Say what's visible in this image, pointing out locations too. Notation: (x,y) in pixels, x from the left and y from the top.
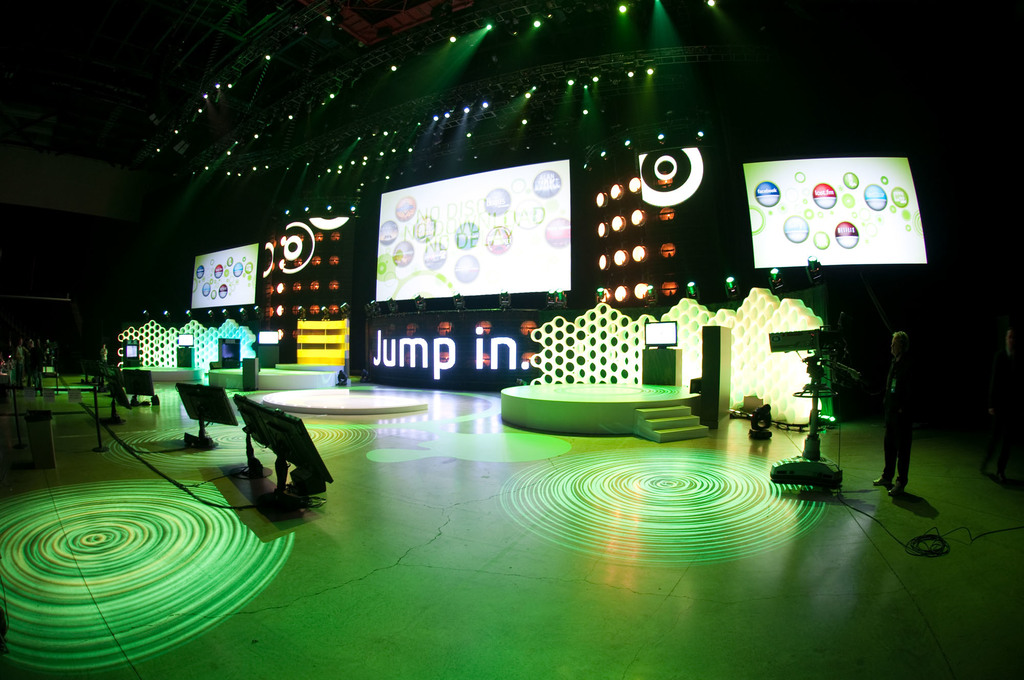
In this image we can see three screens (212,276). Here we can see the televisions (135,355) on the table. Here we can see a man (887,471) standing on the floor (979,475) and he is on the right side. Here we can see three people (20,379) on the left side (18,346). Here we can see the lighting arrangement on the roof (476,72).
